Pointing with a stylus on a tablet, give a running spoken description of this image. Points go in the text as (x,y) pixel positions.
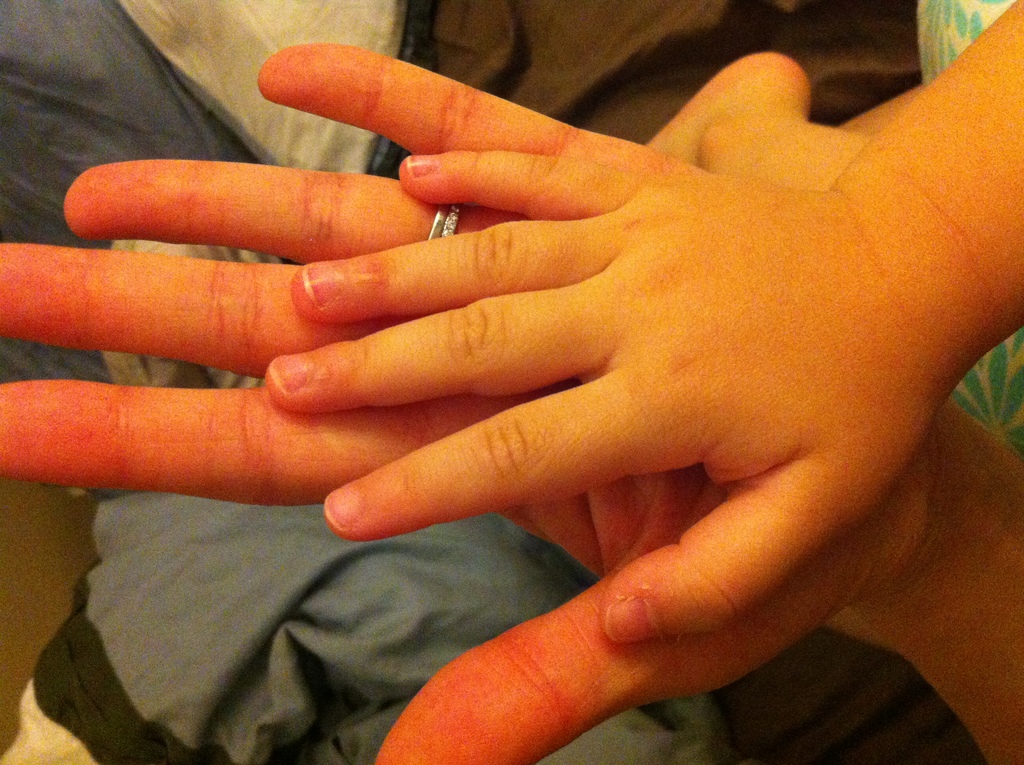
In this image, we can see hands (698,483) of persons (497,389). We can also see some clothes (448,28).
